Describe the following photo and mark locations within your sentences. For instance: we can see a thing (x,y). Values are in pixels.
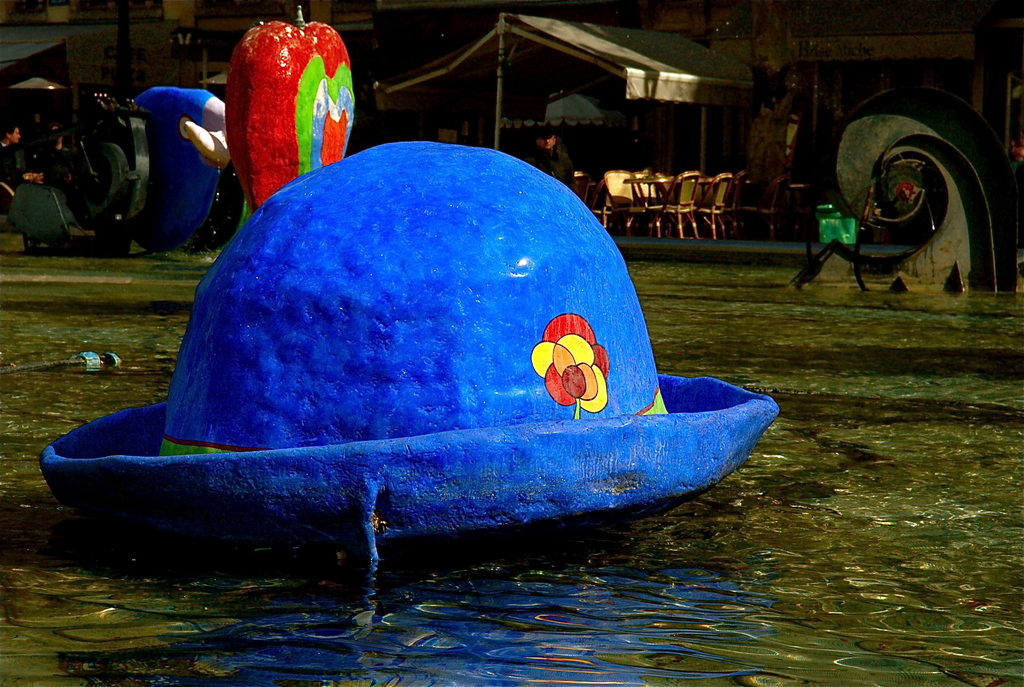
In this image in the front (396,401) there is a hat (431,394) which is blue in colour. In the background (686,187) there are chairs (722,194), there is a tent (630,59), there are persons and there are objects (275,61) which are red and blue in colour and there are buildings (231,36).
